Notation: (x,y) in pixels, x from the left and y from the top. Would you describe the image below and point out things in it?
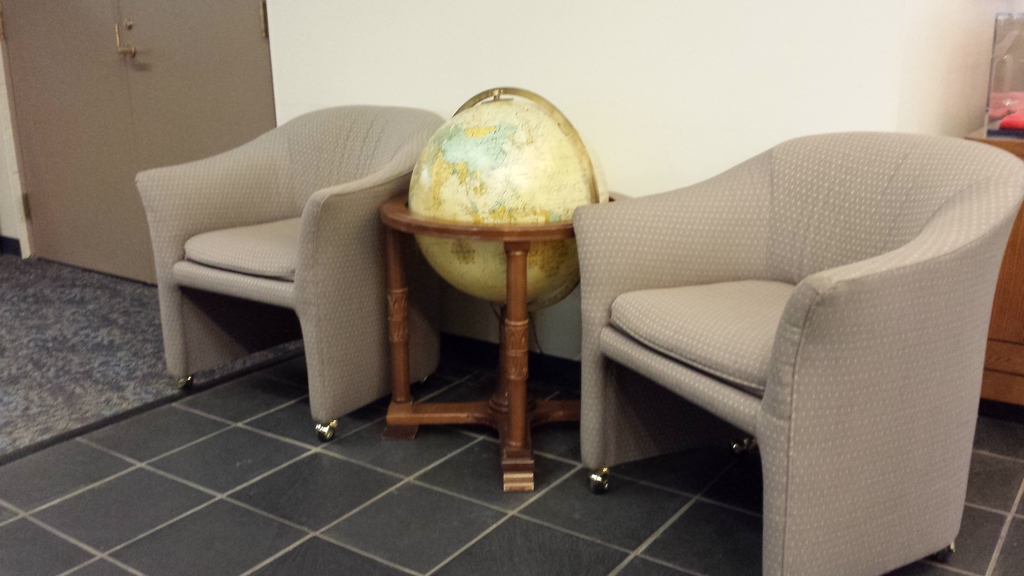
There is a table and two sofa chairs (307,256) are present in the middle of this image (584,325). There is a wall (546,66) in the background (473,59). We can see a door (40,96) on the left side of this image (148,123) and the floor (299,465) is at the bottom of this image (345,512).
